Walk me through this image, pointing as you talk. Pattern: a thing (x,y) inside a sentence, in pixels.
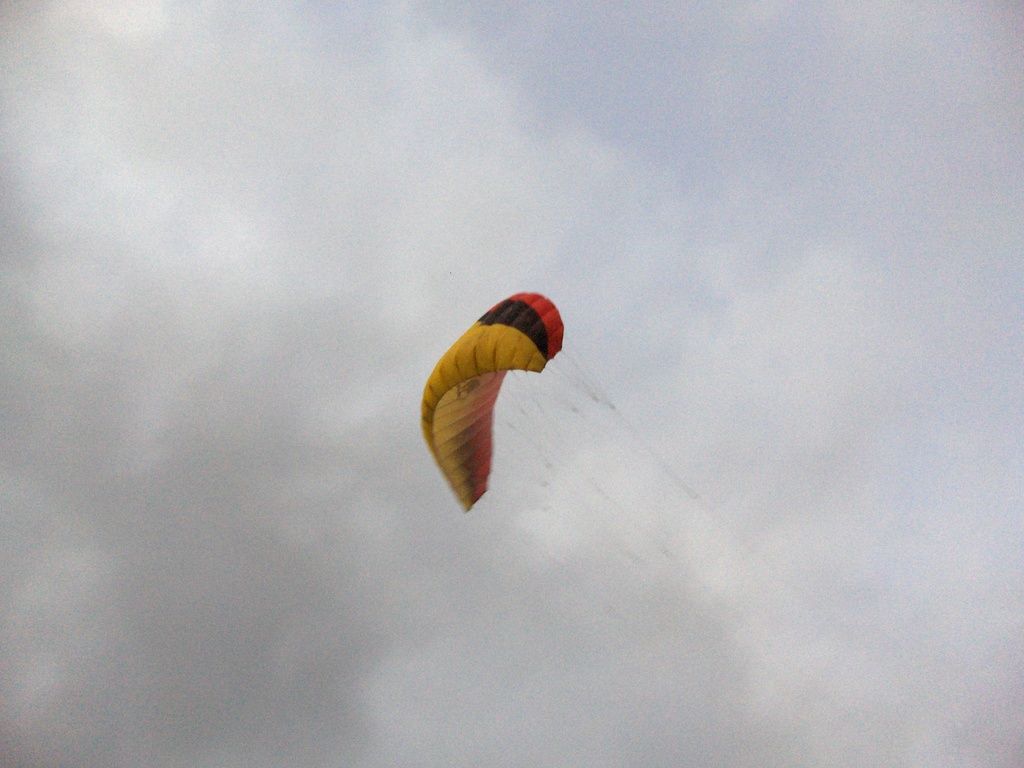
In this image there is one parachute (516,334) in middle of this image (556,315) and there is a cloudy sky (243,344) in the background (407,241).
